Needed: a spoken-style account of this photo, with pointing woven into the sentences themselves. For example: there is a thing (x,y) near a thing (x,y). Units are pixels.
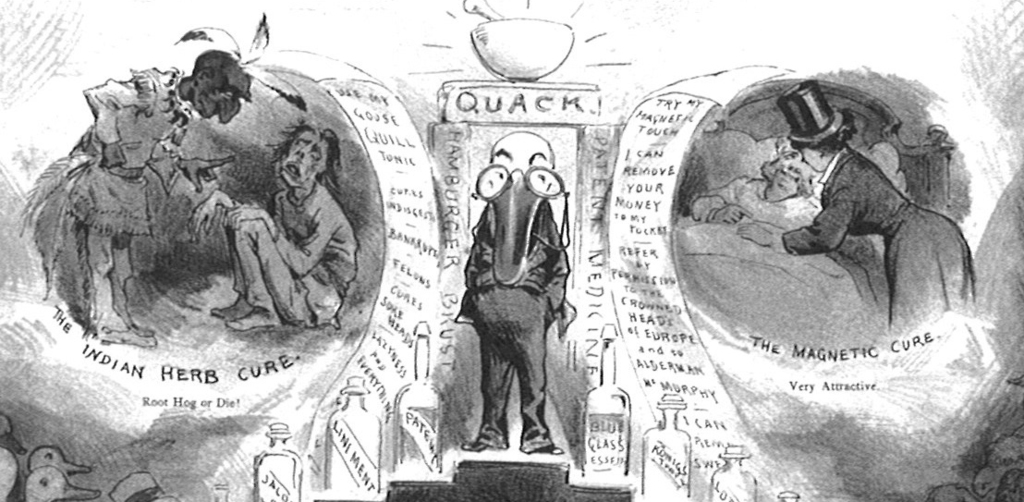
In this image I can see a poster (280,167) in black and white. On this poster (343,242) there are few cartoon images (554,322) and text (622,265).
